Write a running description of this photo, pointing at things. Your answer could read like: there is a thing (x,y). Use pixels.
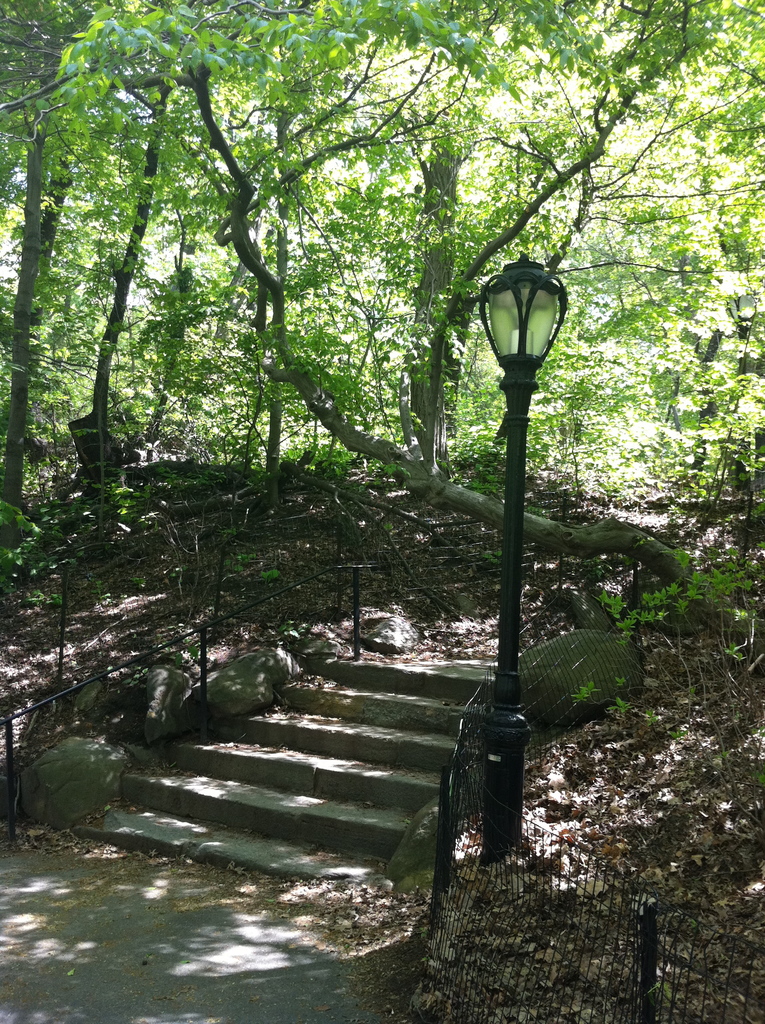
In this image we can see stairs (424,707), fencing (461,723) and a pole (518,540) with a light (497,308). Behind the stairs (330,663) we can see a group of trees (326,423).
